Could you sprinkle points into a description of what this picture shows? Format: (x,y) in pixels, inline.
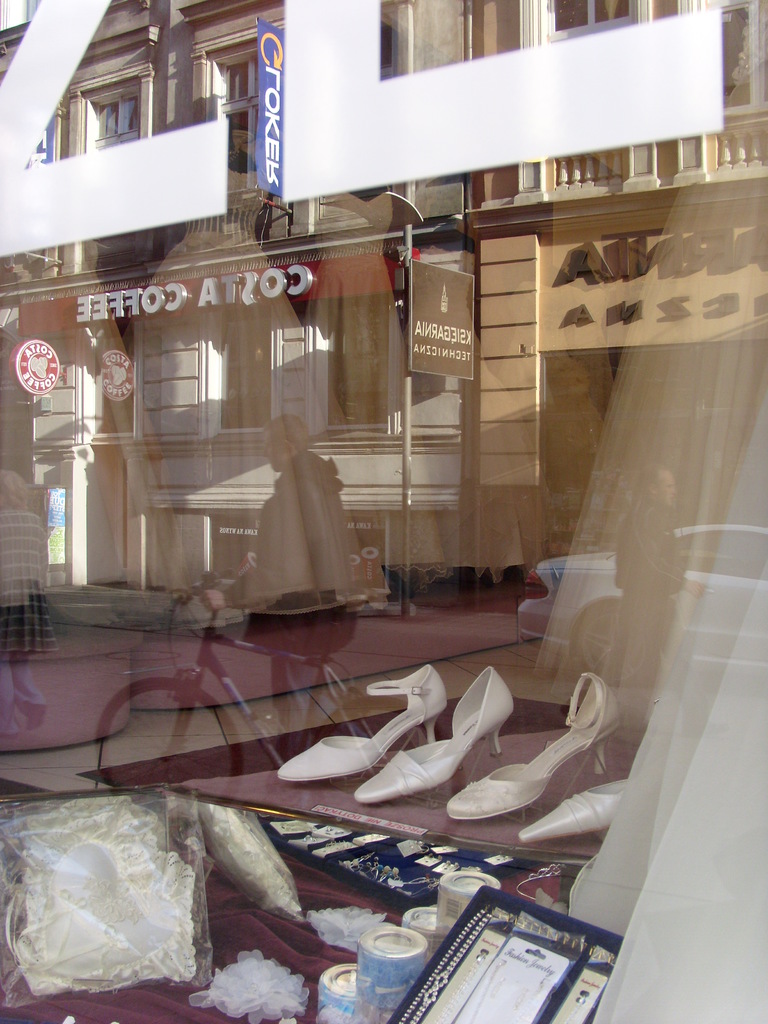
In this image I can see a glass (271,494), through glass (315,479) I can see sandals (578,798) and a man (318,470) holding a bi-cycle (293,660) and a person (638,530) visible beside the car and I can see a signboard (425,316) and I can see a building (618,159).
